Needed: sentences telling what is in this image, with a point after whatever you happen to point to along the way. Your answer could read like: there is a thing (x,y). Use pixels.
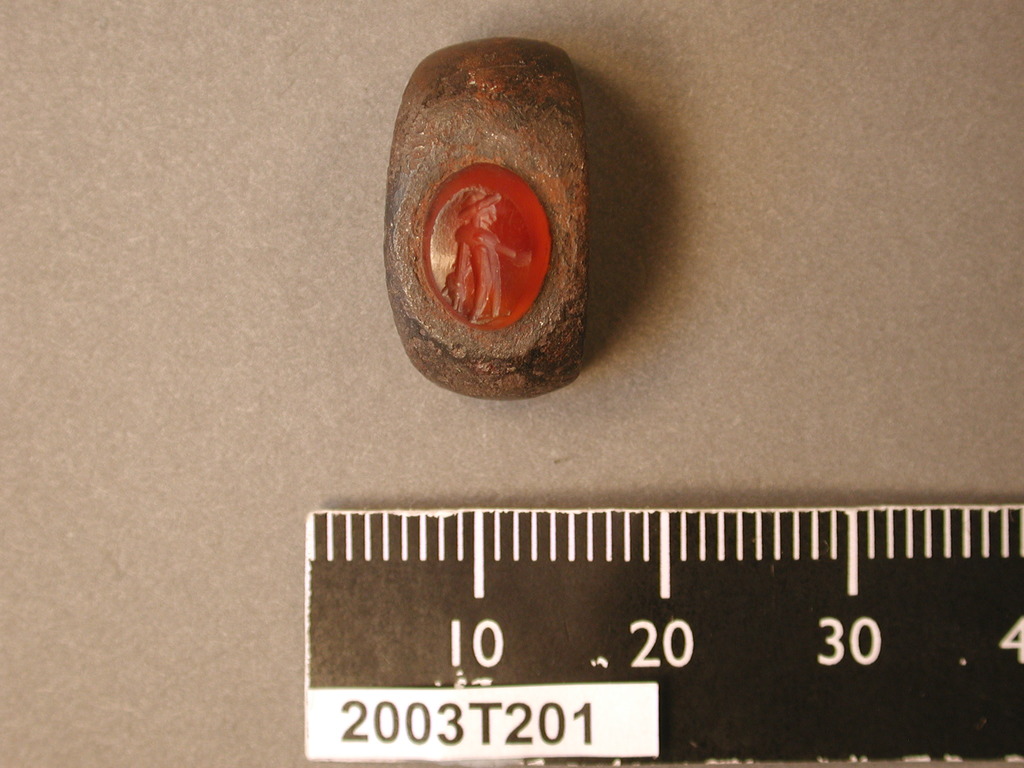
In this image we can see a scale (633,612) and some object (542,207) on the surface (319,279).
